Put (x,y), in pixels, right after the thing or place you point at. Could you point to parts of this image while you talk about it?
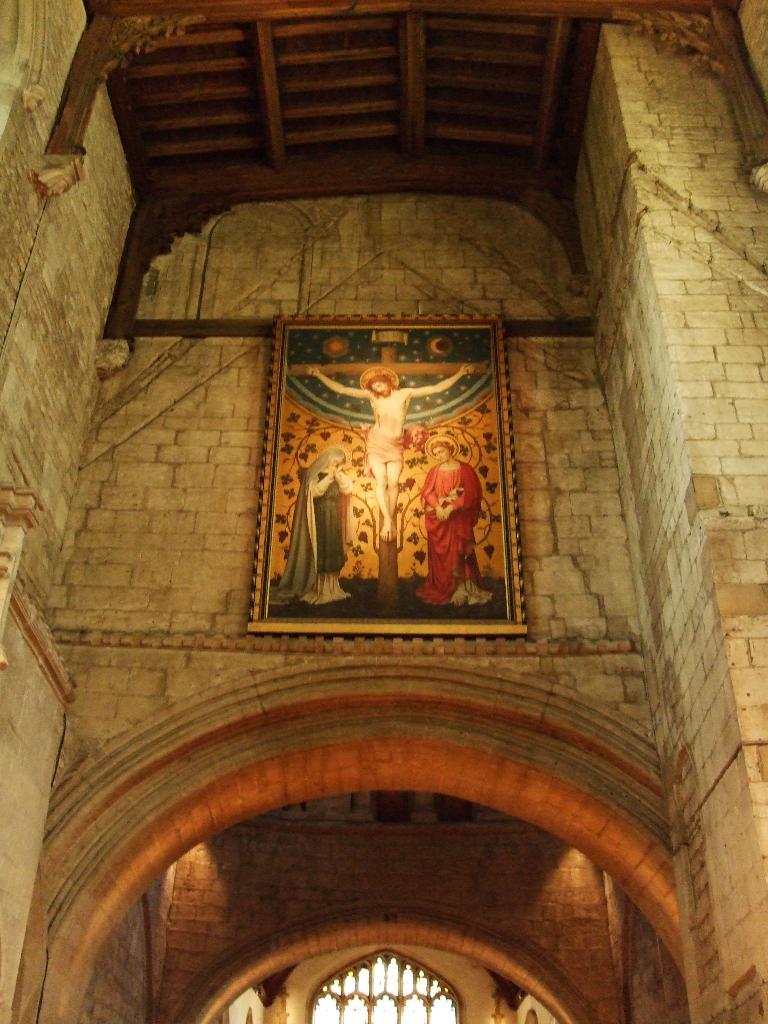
In this image I can see in side view of building (503,664) and I can see the wall (438,309) and a photo frame (384,429) attached to the wall (717,388), in the photo frame (434,385) I can see person images (334,574).
